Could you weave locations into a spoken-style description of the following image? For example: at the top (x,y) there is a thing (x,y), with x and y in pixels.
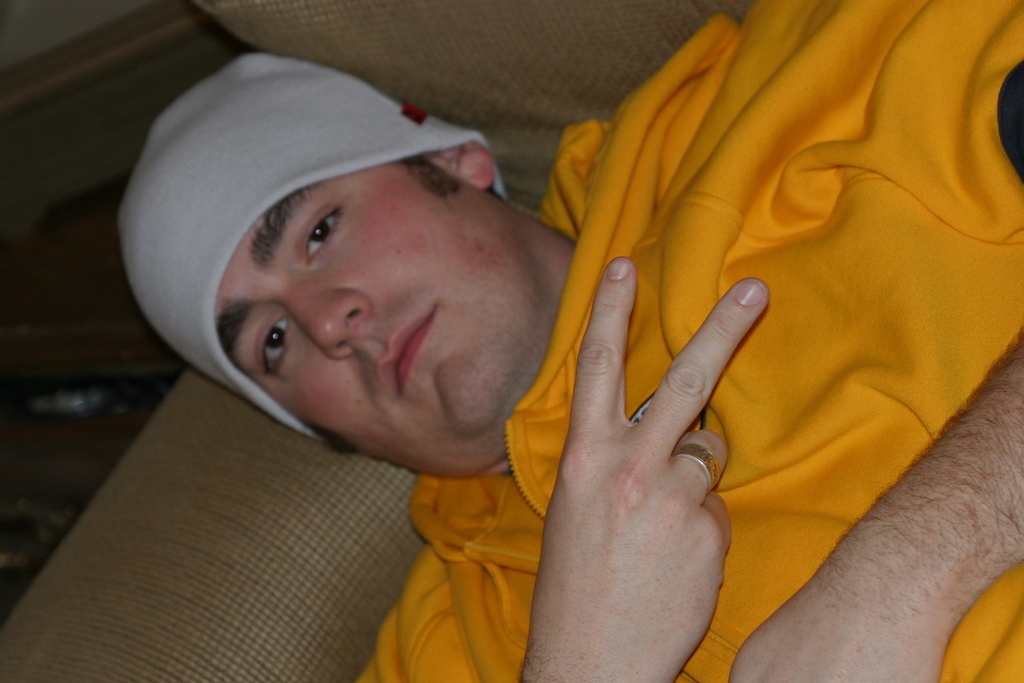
In this image a person (721,567) is on the sofa (289,557). He is wearing a yellow jacket (844,220) and a cap (230,204). Beside there is wooden furniture (69,444).
